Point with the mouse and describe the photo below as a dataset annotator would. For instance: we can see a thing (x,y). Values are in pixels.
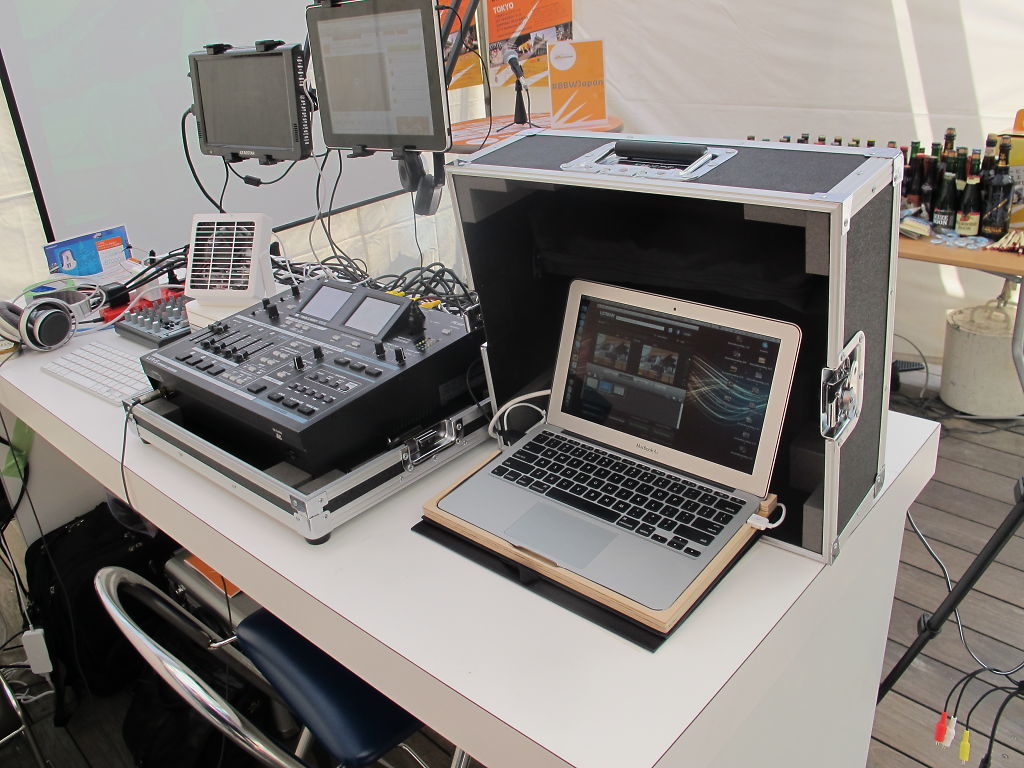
In the middle (399,507) there is a table (458,603) on that there is laptop (575,519), keyboard (95,378) and some instruments (191,388). In the back ground (653,117) there is a mic (523,73), table (980,262), bottles (969,208), white board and tent (748,53).
